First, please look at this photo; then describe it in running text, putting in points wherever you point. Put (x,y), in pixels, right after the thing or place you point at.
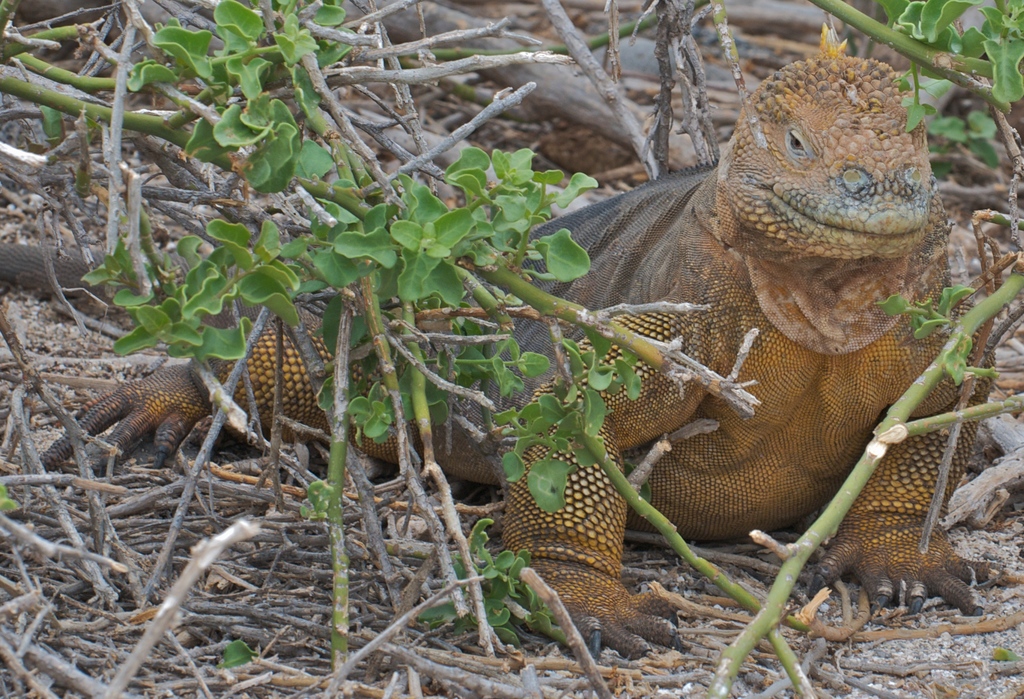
In this image we can see a reptile (188,379) on the twigs (176,494) on the ground (717,556). In the background (307,92) there are plants (472,364).
